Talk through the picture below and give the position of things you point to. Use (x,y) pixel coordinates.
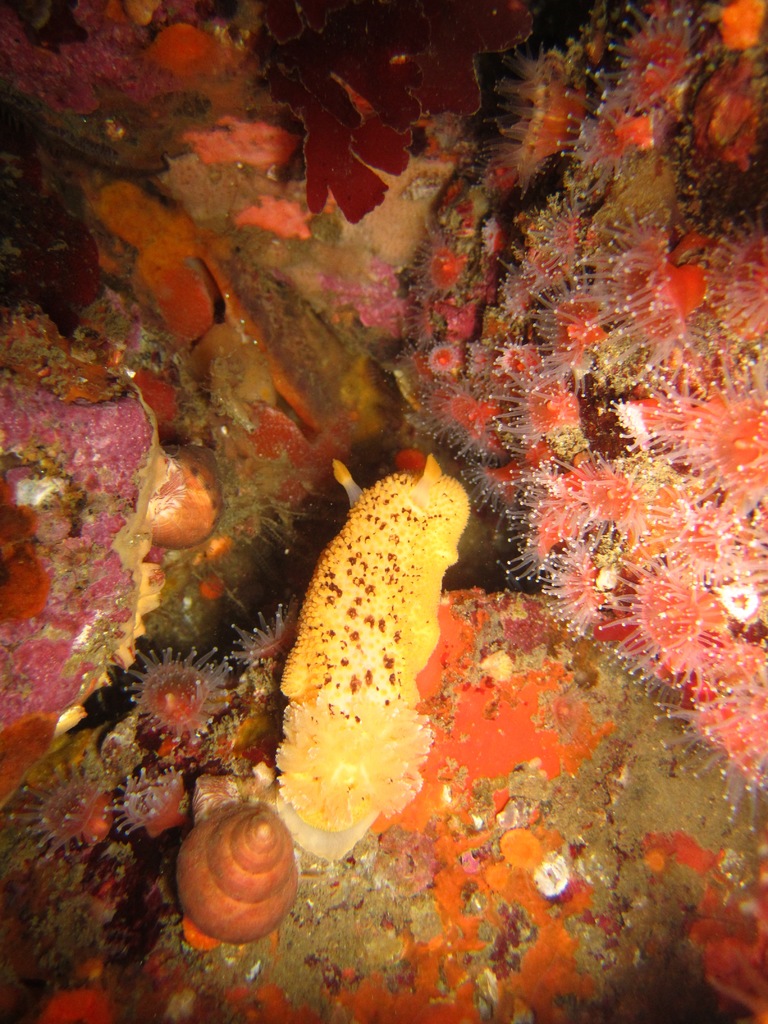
In this image there are snails (381,699) and we can see coral reefs (249,465).
